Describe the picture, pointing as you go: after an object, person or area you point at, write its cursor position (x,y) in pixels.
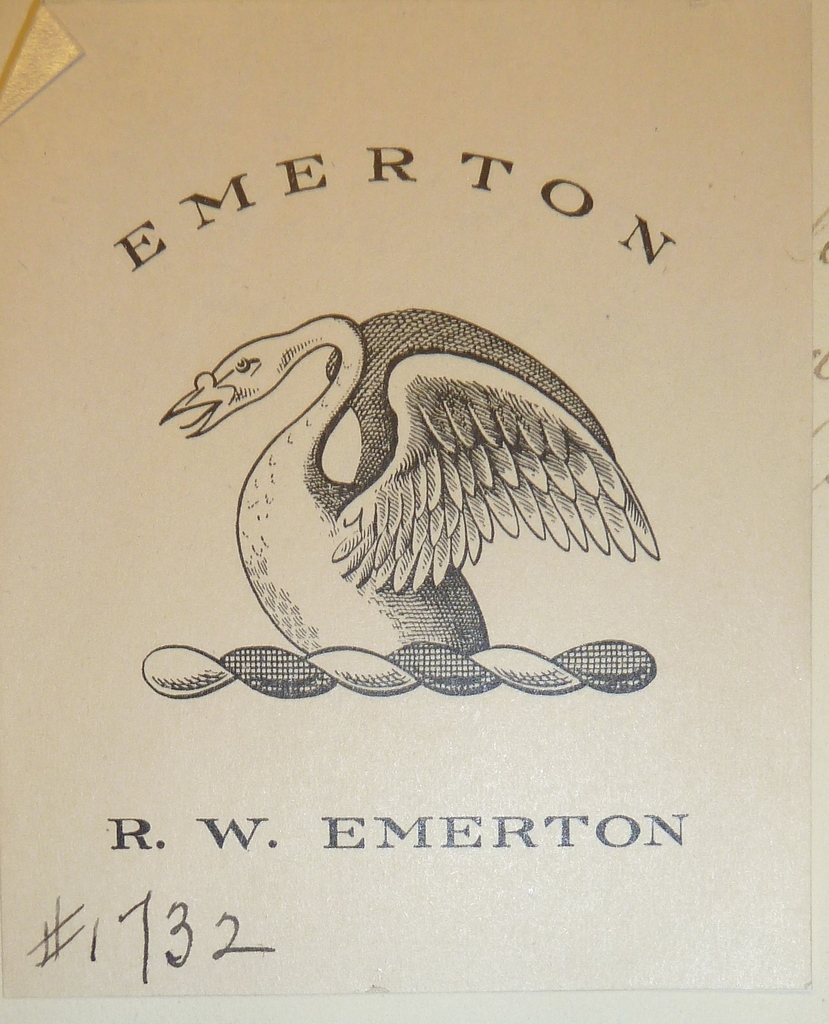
In the image we can see this is a paper (326,264) and there is a printed text (406,155) and a bird (423,452) on it.
